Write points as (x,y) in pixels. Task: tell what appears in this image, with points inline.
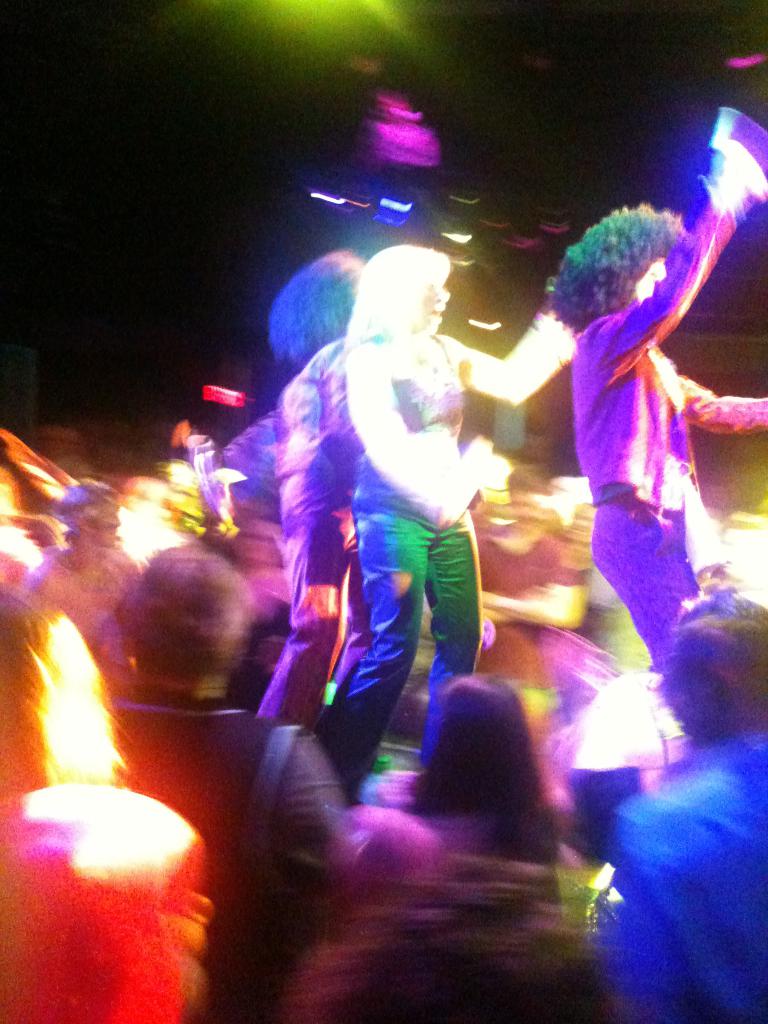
This image consists of so many persons (352,621) in the middle (419,531). There is ceiling (395,197) at the top (339,94). There are lights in this image.
